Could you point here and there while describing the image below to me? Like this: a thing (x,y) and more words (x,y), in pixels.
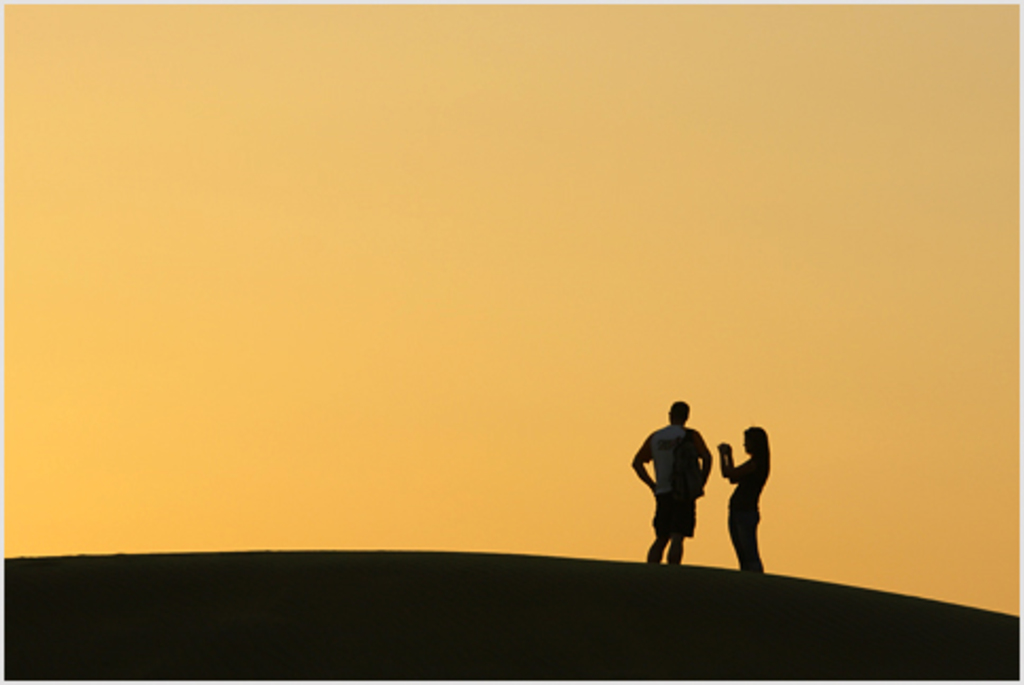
In this image there is a man (670,451) standing, he is wearing a bag (678,468), there is a woman (761,480) standing on the ground (541,587), she is taking a photo, at the background of the image (732,491) there is the sky (620,376).
